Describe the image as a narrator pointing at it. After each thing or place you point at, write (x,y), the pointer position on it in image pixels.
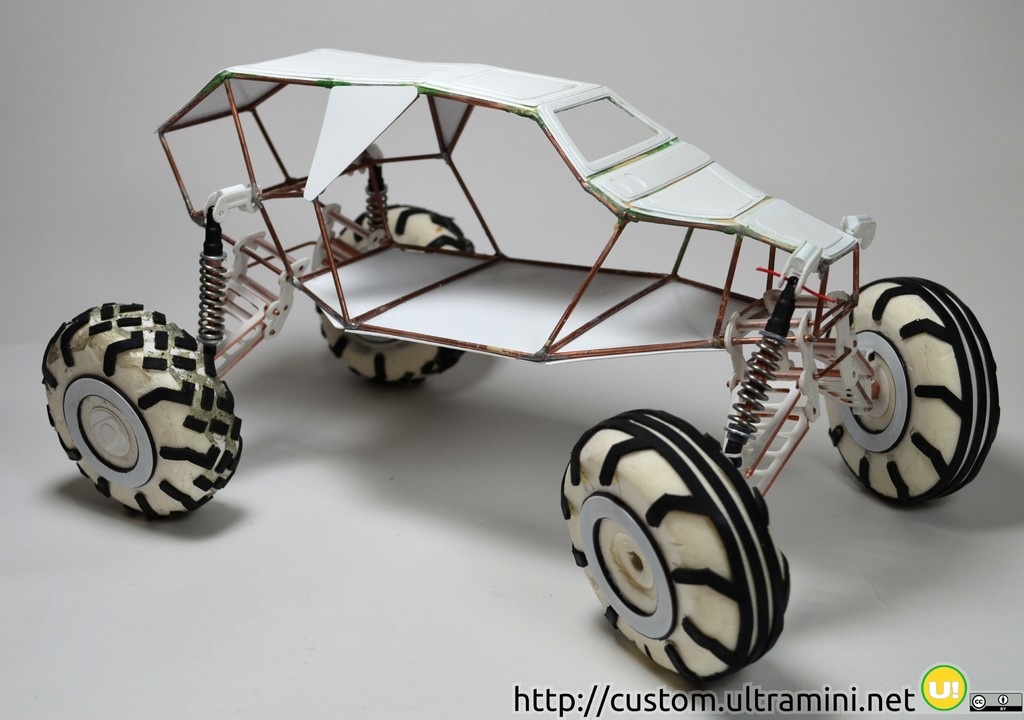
In the image we can see a toy (364,244), tires (591,444), metal spring (751,376), white surface (318,510) and a watermark (671,703).
